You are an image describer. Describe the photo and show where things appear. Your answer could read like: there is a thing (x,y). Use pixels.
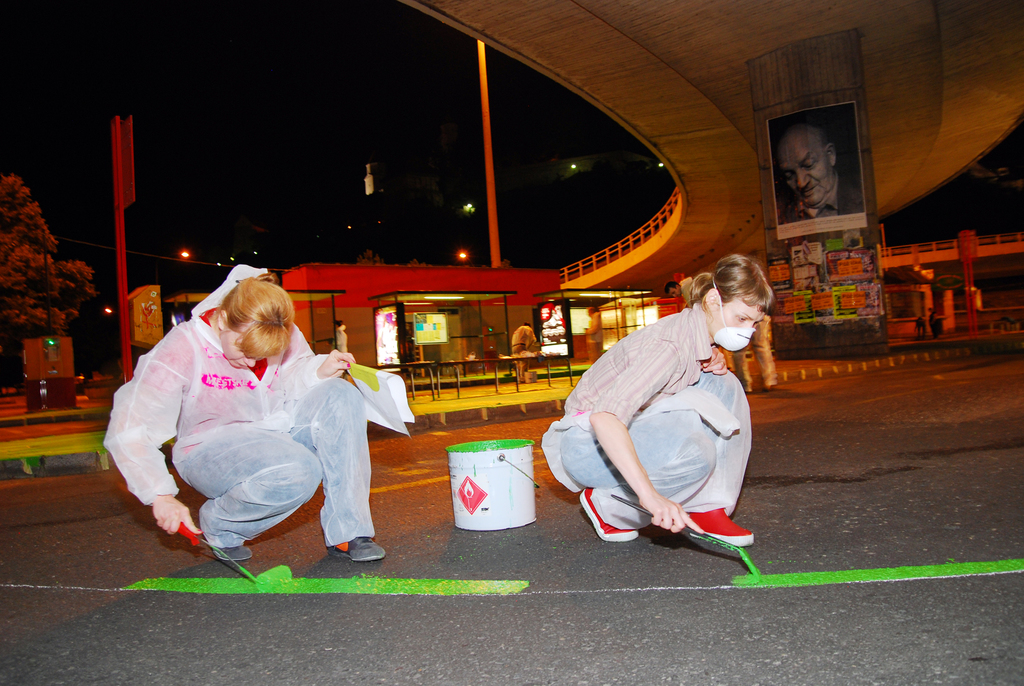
In this picture we can see two women (619,372) holding paint brushes (192,539) with their hands (668,500) and painting on the road (661,576), bucket (466,492) and at the back of them we can see shelters (464,359), bridge (743,156), posters (795,216), some people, poles (126,251), lights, tree (61,269) and some objects (135,303) and in the background (341,85) it is dark.
